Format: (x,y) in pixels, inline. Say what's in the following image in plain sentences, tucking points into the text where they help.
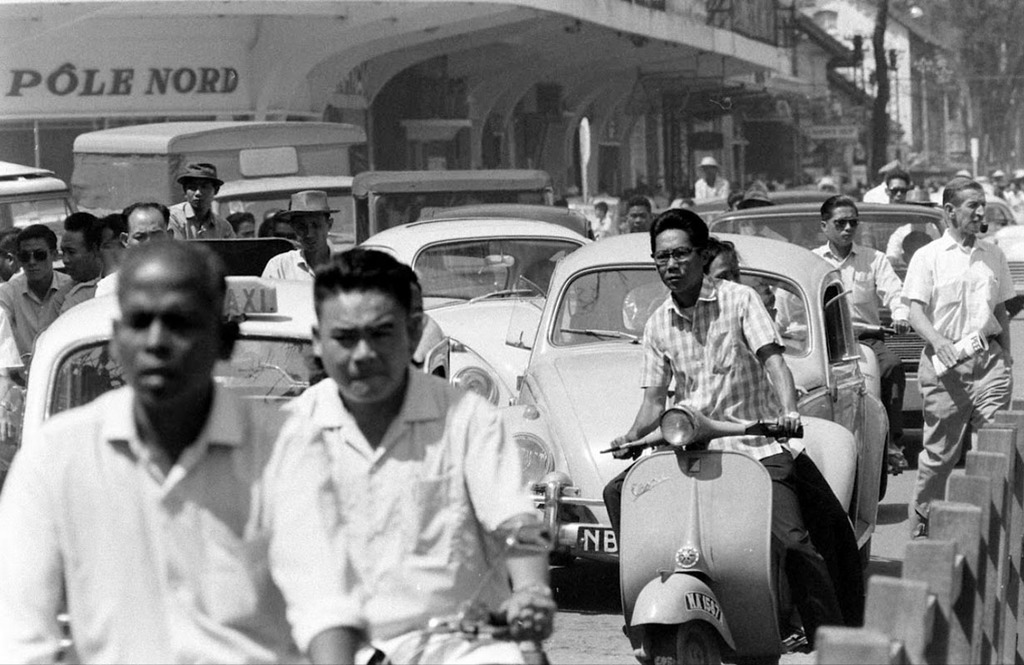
This is a black and white picture, there are many cars (598,290), people (185,275) walking, riding scooters (663,524) on the road (565,615) with a building (124,107) in the back (662,72).
